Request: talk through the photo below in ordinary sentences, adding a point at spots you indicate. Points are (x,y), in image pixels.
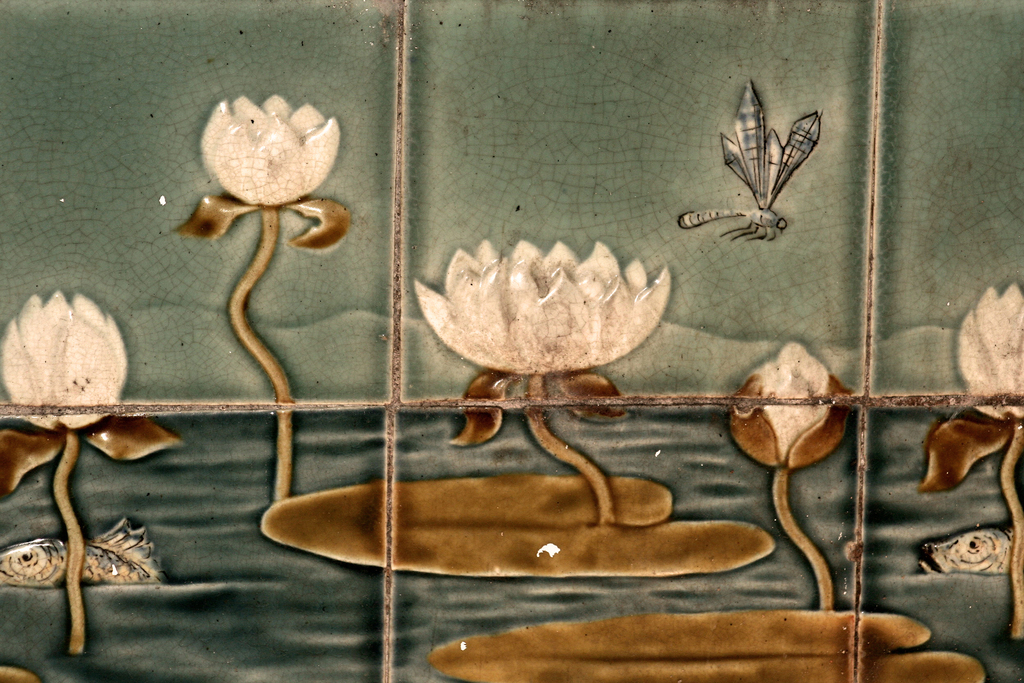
In this image we can see painting (272,264) of lotus flowers (100,367) and leaves (564,505) floating on the water (464,612). Also there are fishes (971,541). And we can see dragonfly (778,164).
